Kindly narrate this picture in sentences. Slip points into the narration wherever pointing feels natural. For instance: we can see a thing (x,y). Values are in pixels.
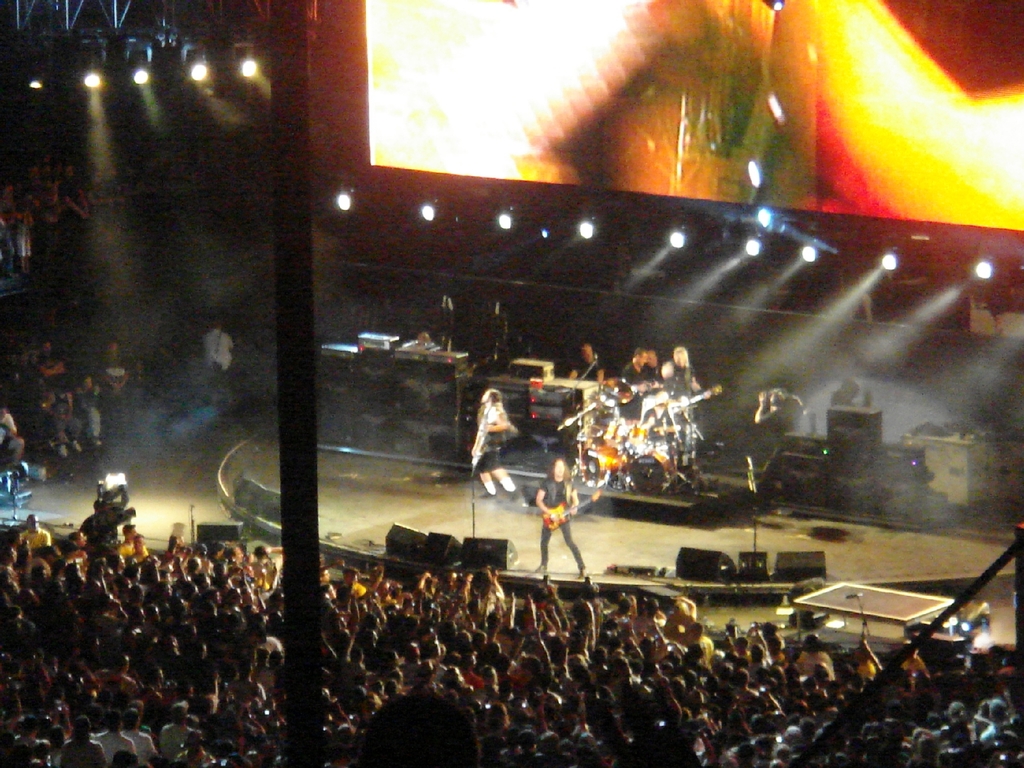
In this image there are a few people (558,470) playing few musical instruments (581,461) on the stage (600,531), in front of them there are so many spectators (230,658). On the left side of the image (57,410) there are also few spectators (88,391). On the top left side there are few focus lights (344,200). In the background (708,46) there is a screen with focus lights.
